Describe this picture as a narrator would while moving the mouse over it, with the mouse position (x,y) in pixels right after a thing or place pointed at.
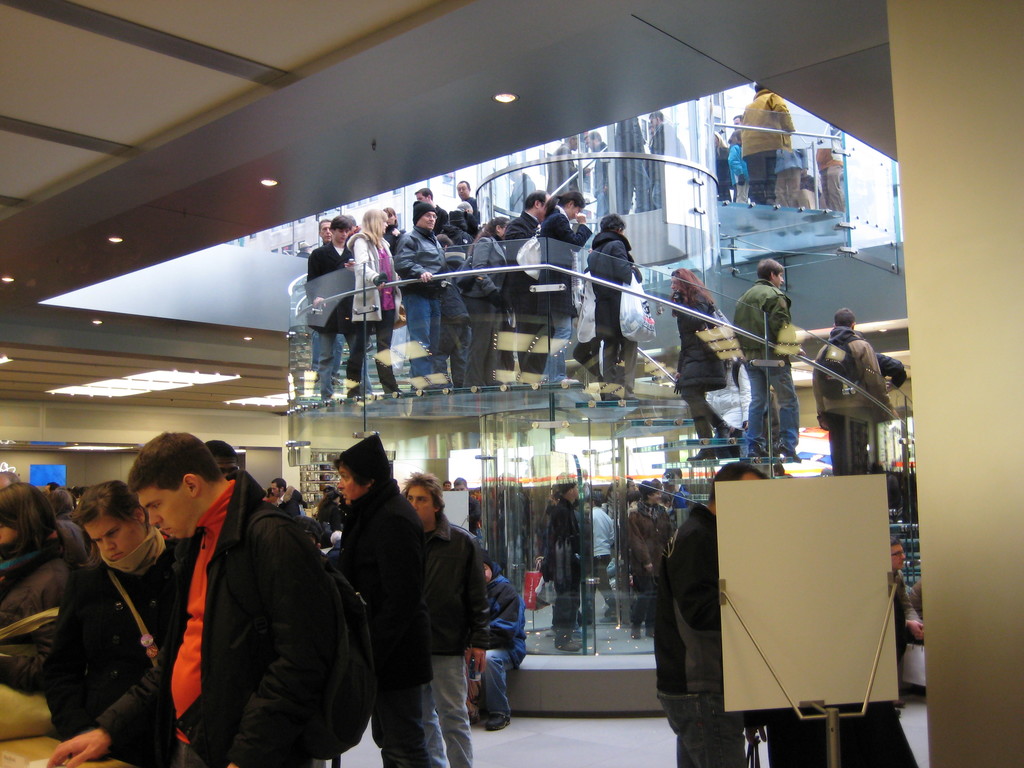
In this picture we can see the group of persons (690,339) was standing on the stairs (578,403). In the bottom (227,578) we can see another group (287,570) standing near to the table (20,751). On the bottom right (818,733) we can see some persons (871,764) standing near to the board (841,654). On the left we can see light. On the first floor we can see some peoples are standing near to the wall (943,73).
